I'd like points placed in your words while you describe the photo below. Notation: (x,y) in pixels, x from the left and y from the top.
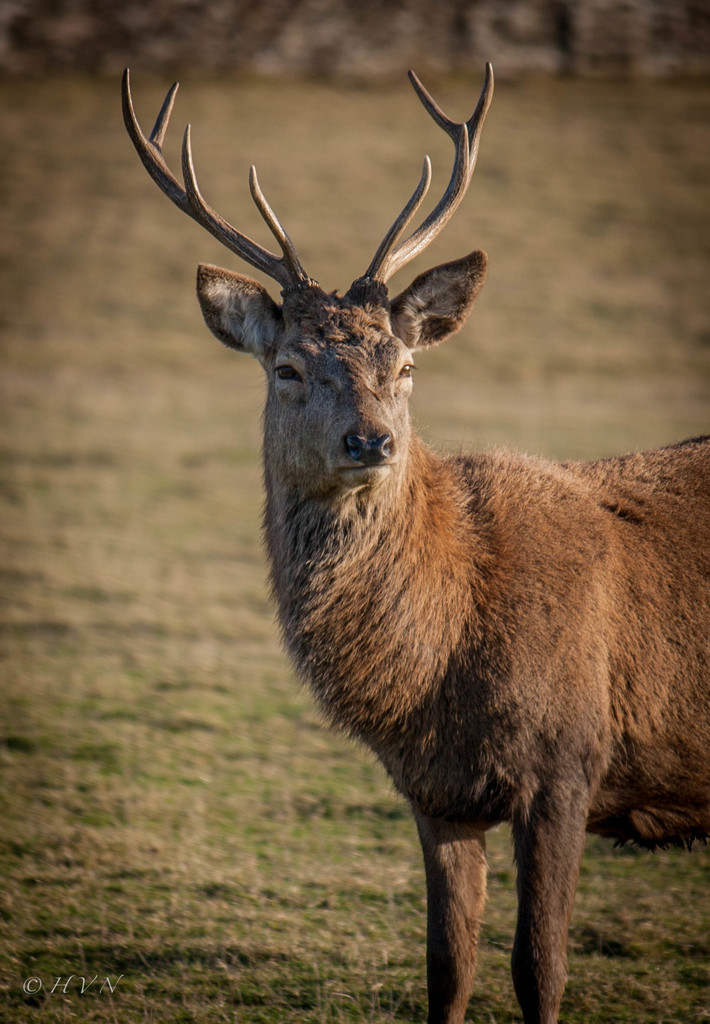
In the foreground of this image (503,675), there is a deer (432,645) on the grass (266,947).
